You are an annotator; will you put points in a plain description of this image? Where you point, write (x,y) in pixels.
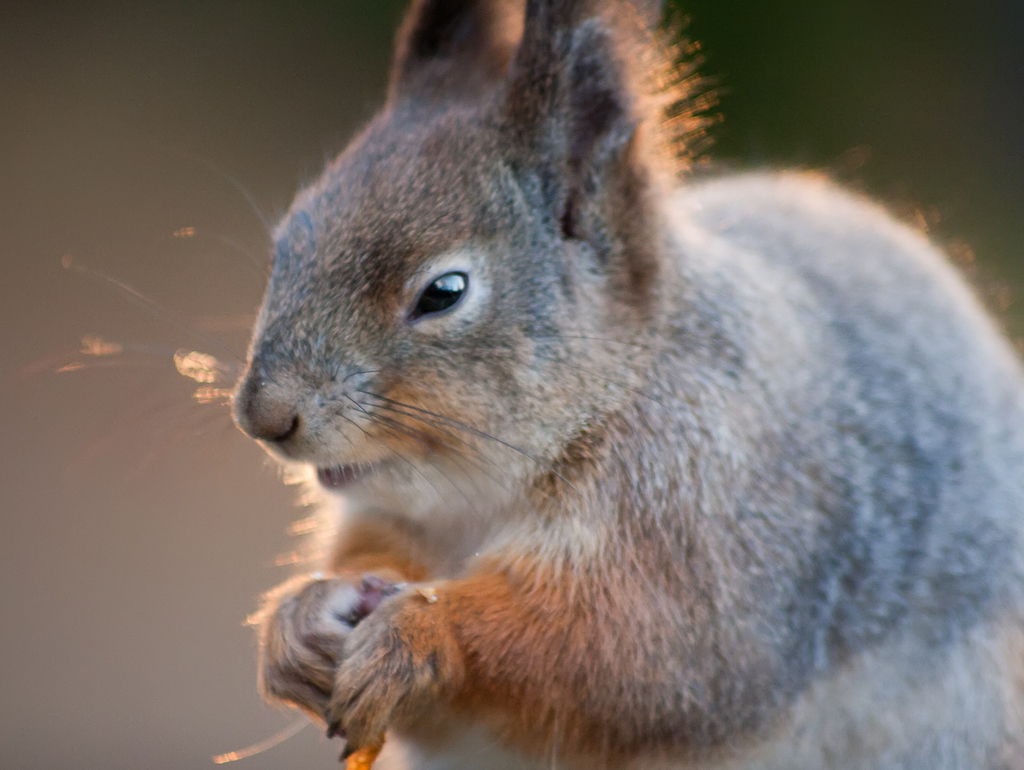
This image looks a picture of squirrel (452,468).
